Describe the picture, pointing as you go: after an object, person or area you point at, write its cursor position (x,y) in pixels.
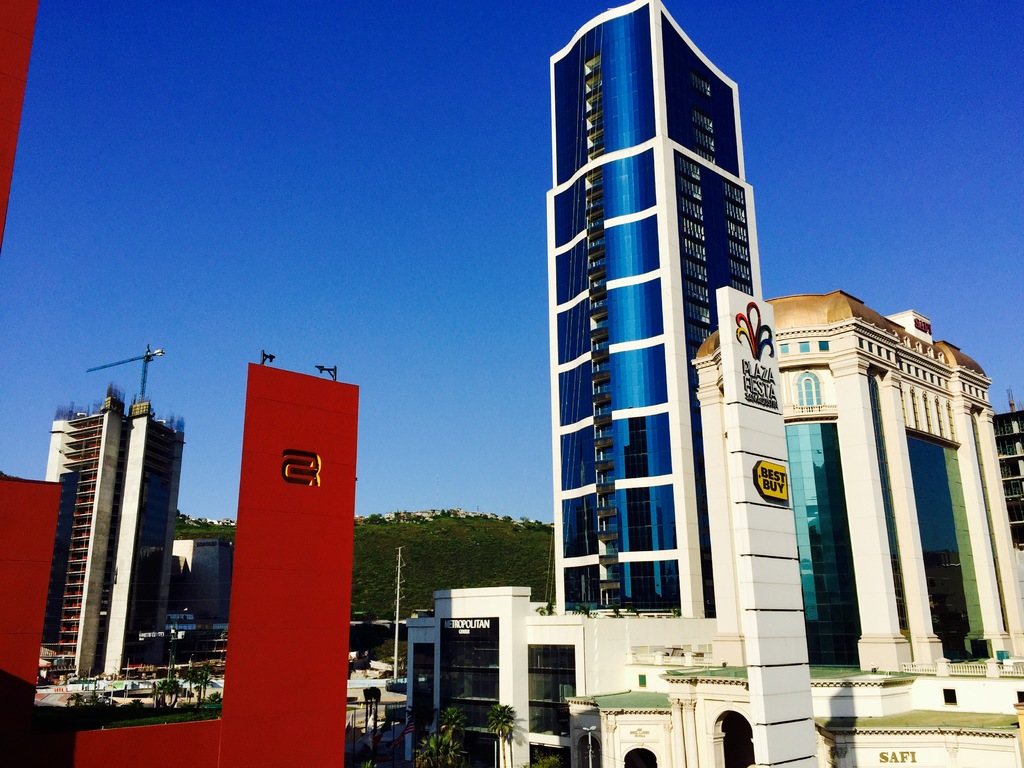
This is an outside view. At the bottom (292,619) there are many buildings (501,625) and trees (424,556). On the left side (135,358) there is a crane (148,357). At the top of the image (333,161) I can see the sky (422,250) in blue color.
